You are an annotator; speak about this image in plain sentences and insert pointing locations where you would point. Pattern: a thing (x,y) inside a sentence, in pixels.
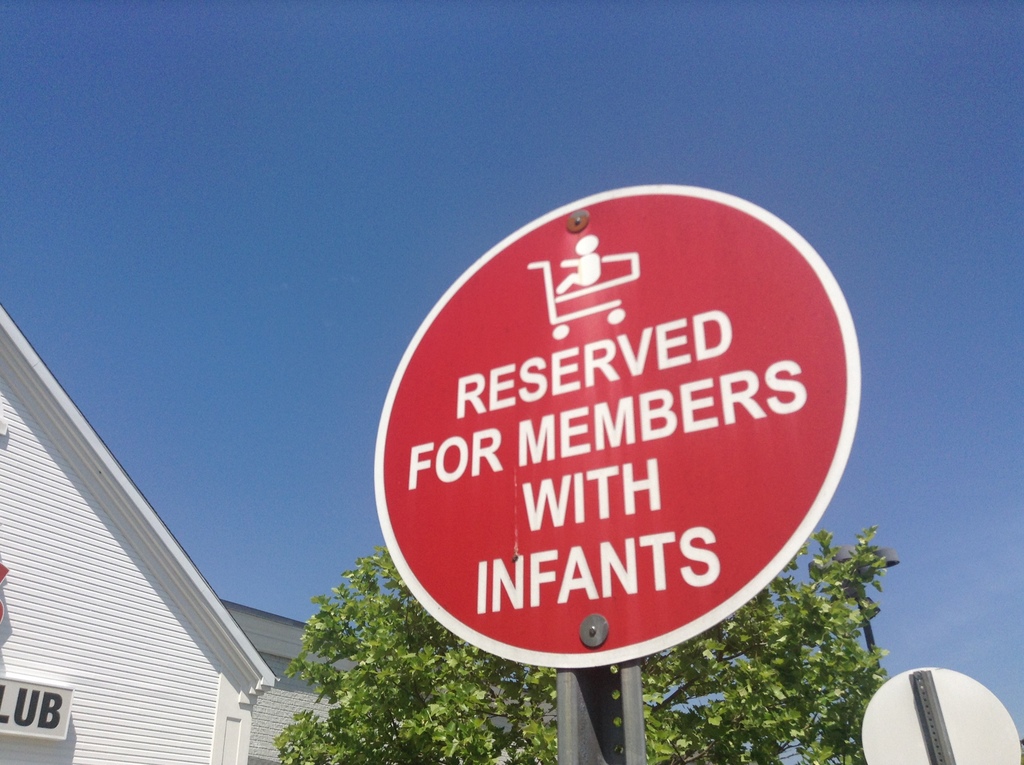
In the foreground of the picture (488,560) I can see the caution board pole (619,511). I can see the roof (144,537) of the house (264,715) on the left side (230,651). It is looking like the back (888,736) of a sign board (989,742) on the bottom right side of the picture (989,757) and there are trees (770,699).
